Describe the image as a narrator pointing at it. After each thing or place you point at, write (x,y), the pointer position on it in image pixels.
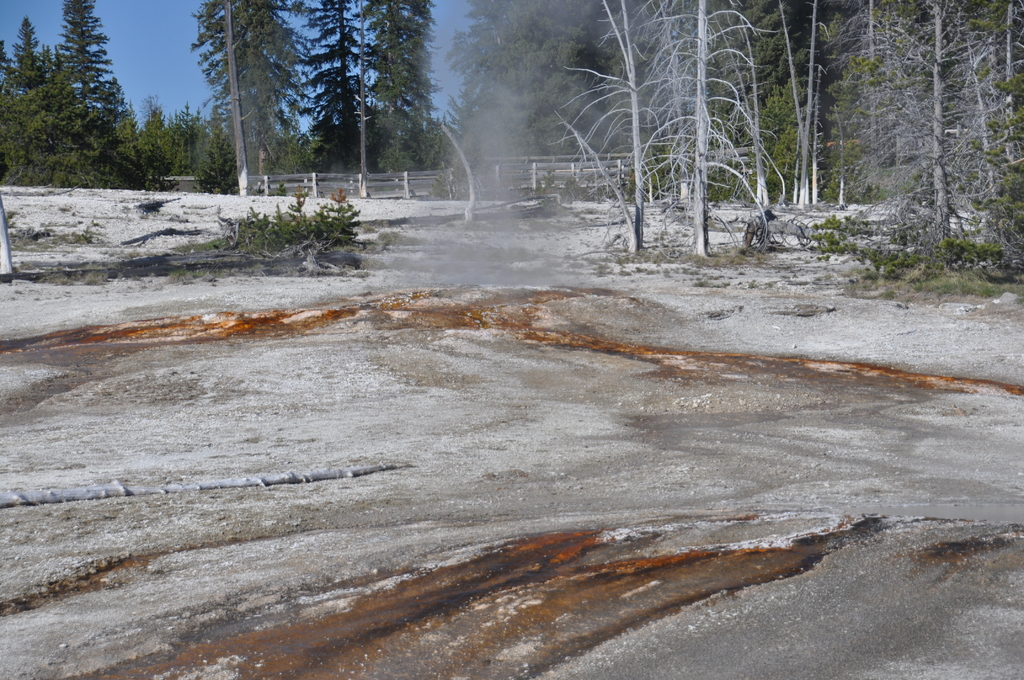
In the center of the image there are trees (332,197) and we can see fence (578,166). At the bottom (399,493) there is ground (444,544). In the background (158,59) we can see sky (167,47).
